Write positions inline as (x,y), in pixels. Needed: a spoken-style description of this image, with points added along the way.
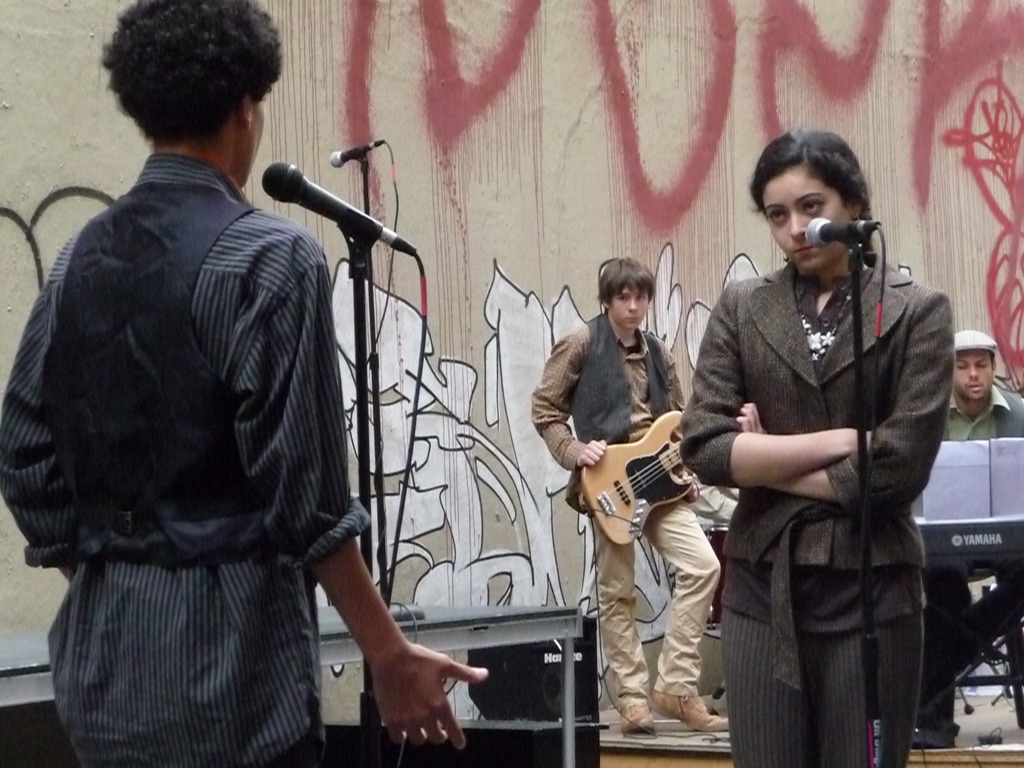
These three persons (793,577) are standing and this person (639,701) holding guitar (643,457), this person (958,379) sitting, in front of this person (964,362) there is a musical instrument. There are microphones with stands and we can see tables (446,649) and electrical device (597,688) on the floor (696,735). On the background (622,114) we can see wall (553,108).
